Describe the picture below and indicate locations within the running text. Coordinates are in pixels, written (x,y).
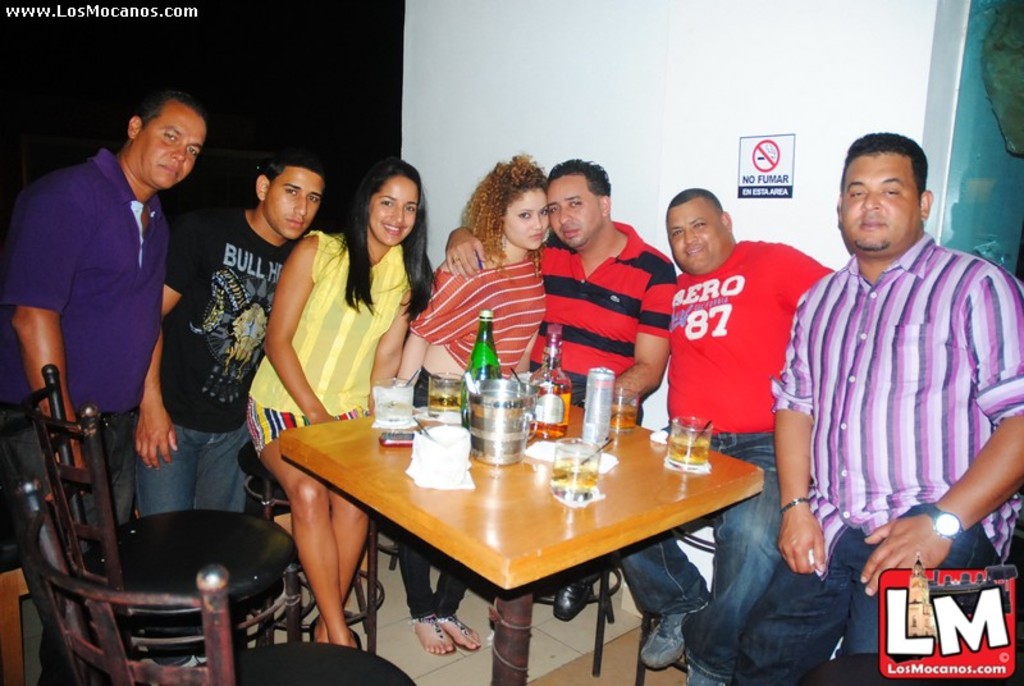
In this image i can see people (877,345) sitting on chair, there are few glasses (623,417), bottle (561,413), paper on a table (525,516), at the back ground (664,249) i can see a board (765,160) and a wall (687,77).
